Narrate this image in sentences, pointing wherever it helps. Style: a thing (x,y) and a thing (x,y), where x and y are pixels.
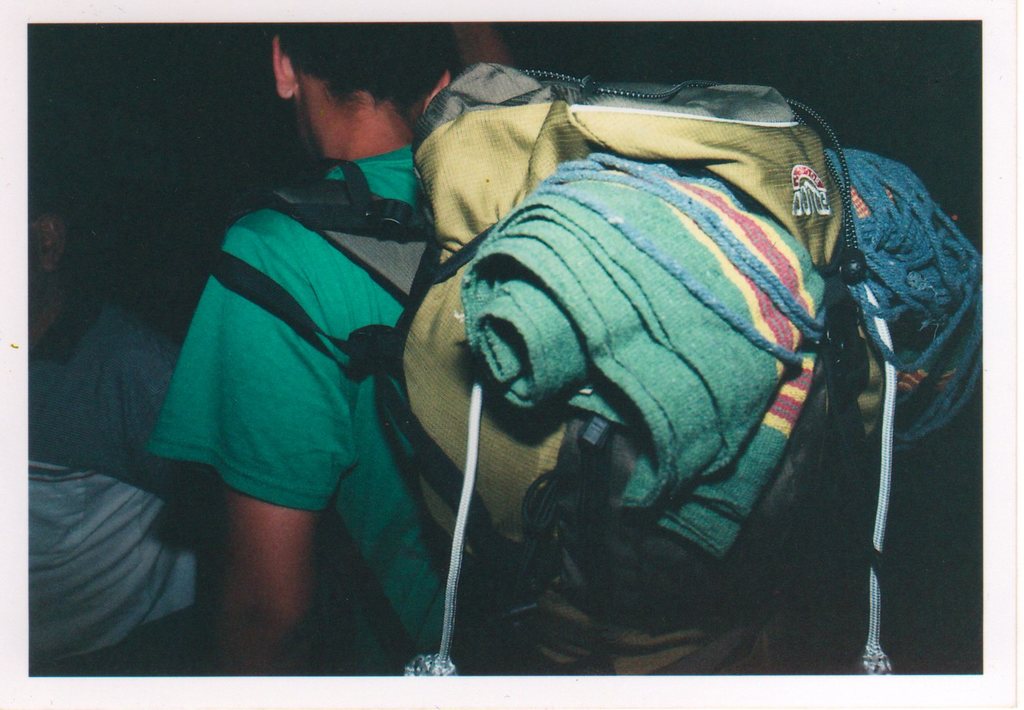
In this image I can see a man (273,612) and I can see he is carrying a bag (464,199), a green colour cloth (625,280) and a rope (868,221). I can also see he is wearing a green colour t-shirt (296,392) and on the left side of the image (43,232) I can see one more person (38,300). I can also see this image is little bit in dark.
